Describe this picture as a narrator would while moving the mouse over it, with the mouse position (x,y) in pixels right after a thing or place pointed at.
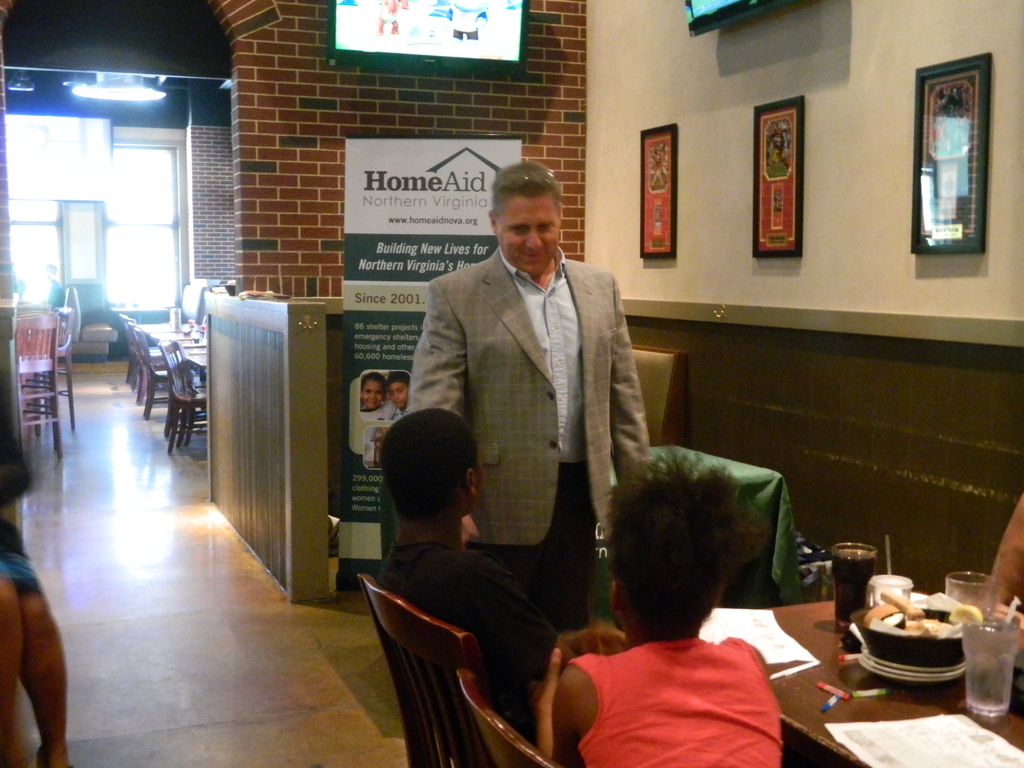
In this image I can see a man (470,288) is standing, he wore a coat (609,387), shirt (570,397), trouser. At the bottom (637,633) two persons (544,671) are sitting on the chairs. On the right side (855,607) there are glasses (987,646) on this dining table (916,702).
